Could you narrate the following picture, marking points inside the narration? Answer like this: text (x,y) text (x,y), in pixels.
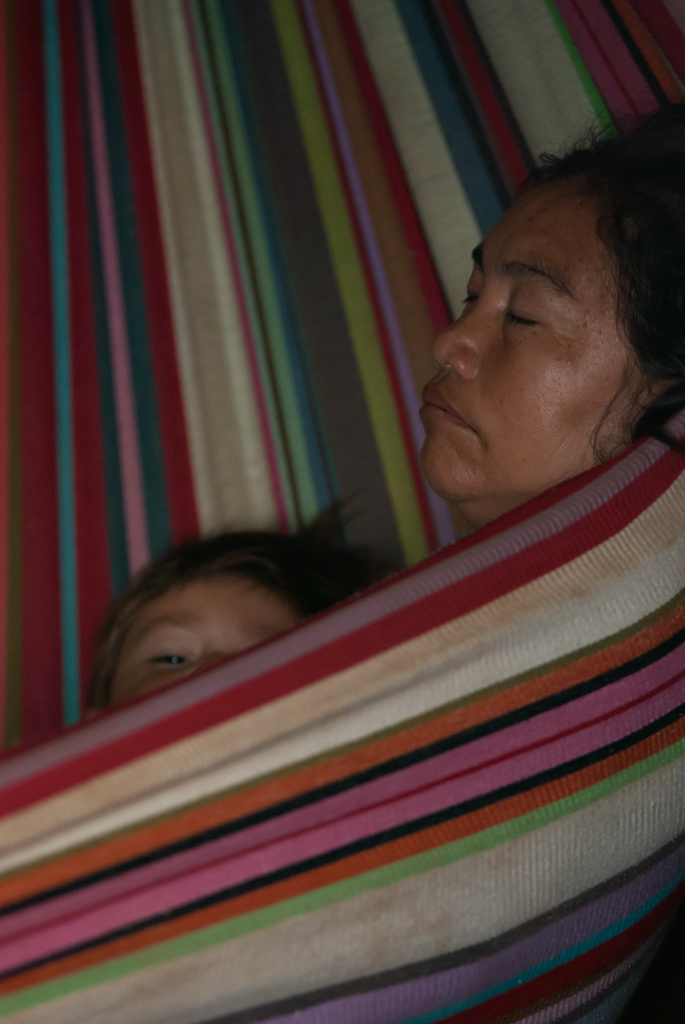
In this picture I can see a colorful (216,977) hammock in front (193,710), on which I see a child (128,673) and a woman (487,337) on it.
